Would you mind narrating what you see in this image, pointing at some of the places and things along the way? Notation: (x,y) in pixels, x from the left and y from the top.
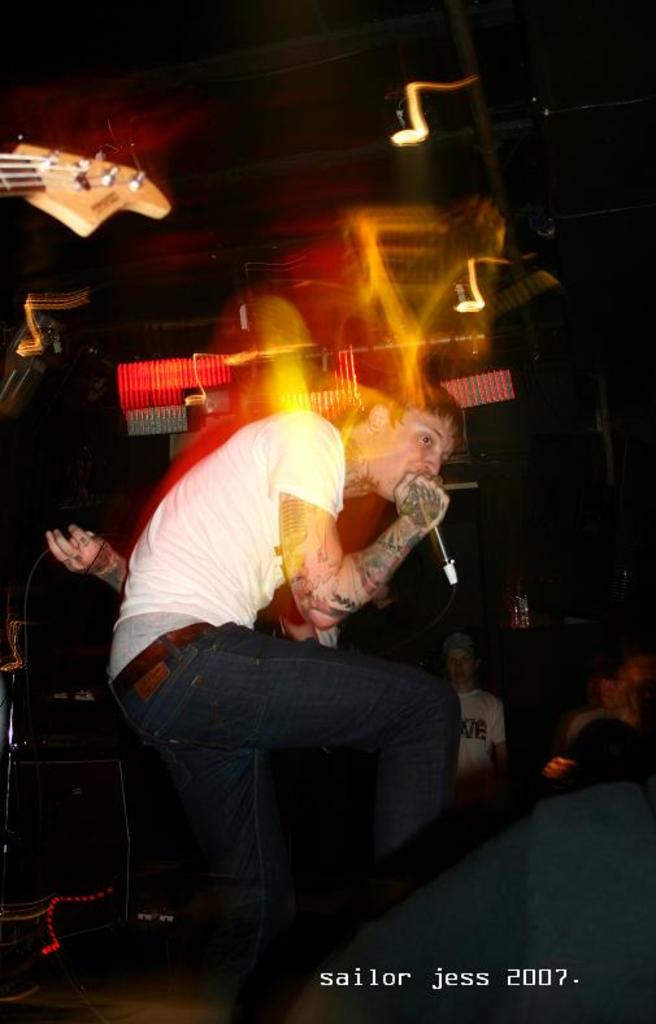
This looks like an edited image. I can see a man (273,662) standing and singing a song by holding a mike (435,527). I can see a guitar (92,190) at the left corner of the image (65,201). At background (474,702) I can see few people (601,711) standing.
